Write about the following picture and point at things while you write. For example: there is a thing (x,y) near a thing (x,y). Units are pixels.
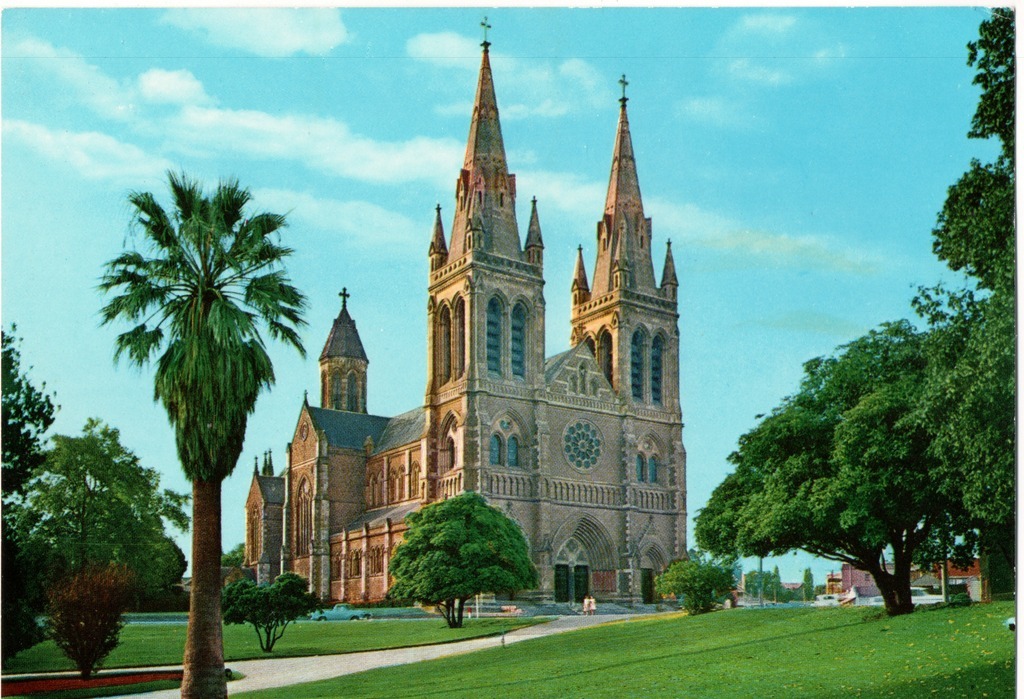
This picture shows couple of buildings (835,585) and we see trees (480,528) and a blue cloudy sky (266,158) and we see grass (673,639) on the ground (348,635).
